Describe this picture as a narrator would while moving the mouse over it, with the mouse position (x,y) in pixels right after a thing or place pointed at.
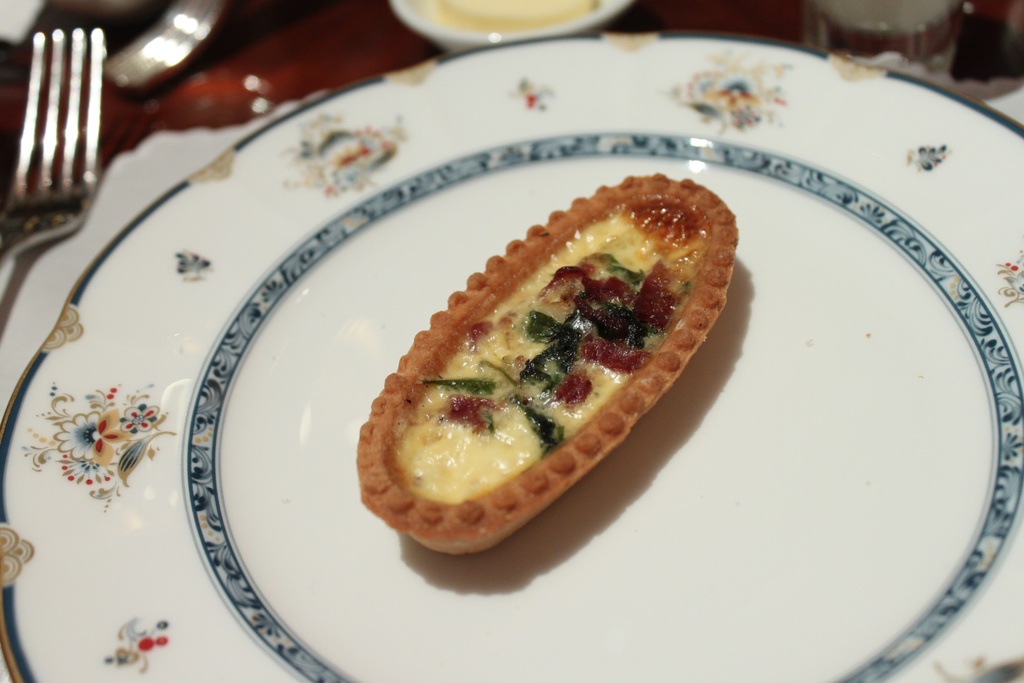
In this picture we can see a table (287,77), there is a plate (312,241), a fork (33,193), a cup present on the table (287,43), we can see some food (558,325) in this plate (410,337), there is a blurry background (231,48).
